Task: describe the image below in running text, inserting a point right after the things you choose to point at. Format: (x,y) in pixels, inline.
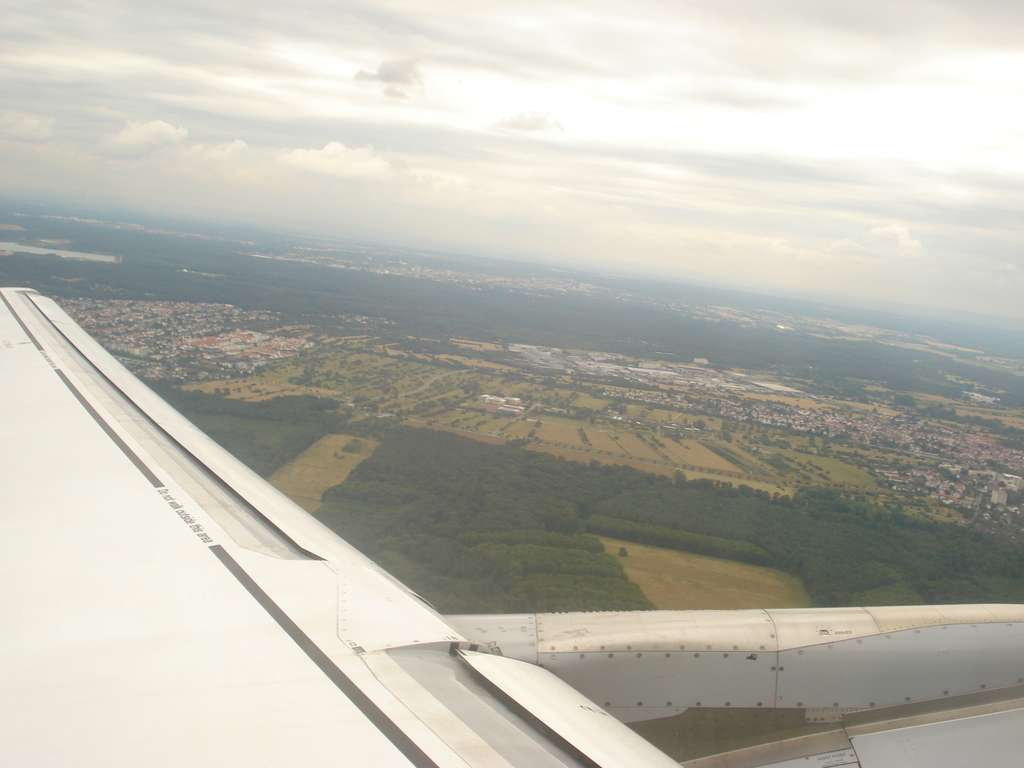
In this picture we can see a white surface (219,502). Some greenery (416,530) is visible on the ground (784,599). Sky (632,261) is cloudy.
